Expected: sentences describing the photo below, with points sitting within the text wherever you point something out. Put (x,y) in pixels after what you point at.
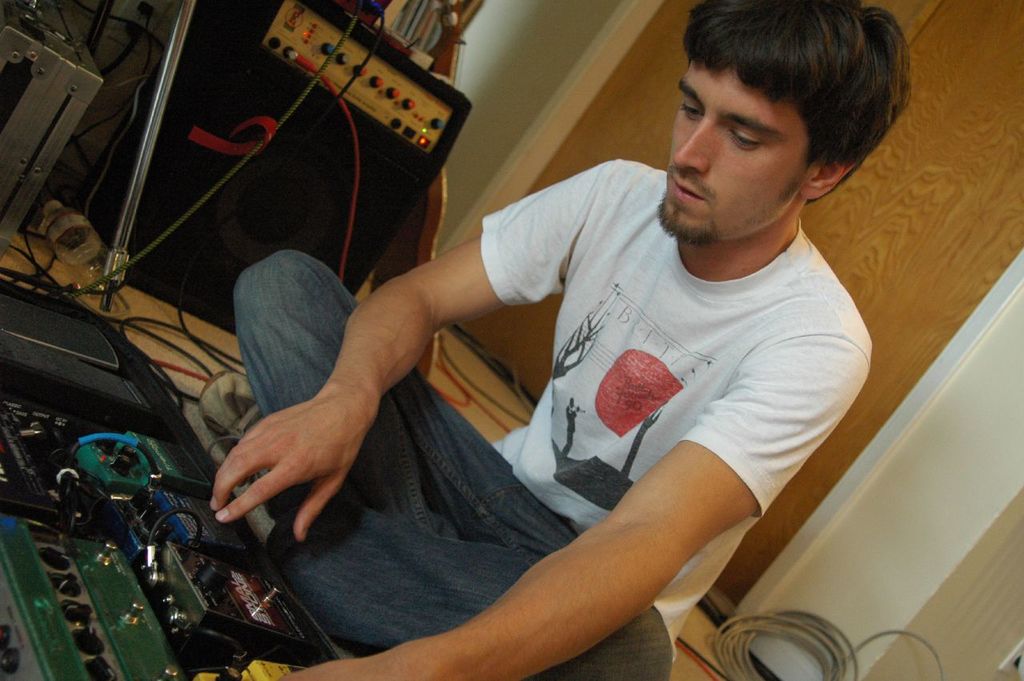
In this image we can see a man (683,389) is sitting on the floor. He is wearing white t-shirt (629,413) with jeans (426,440). In front of him one machine (185,537) is present and he is doing something with it. Background (284,200) wall (941,451) is present and one sound box (278,175) is there.
